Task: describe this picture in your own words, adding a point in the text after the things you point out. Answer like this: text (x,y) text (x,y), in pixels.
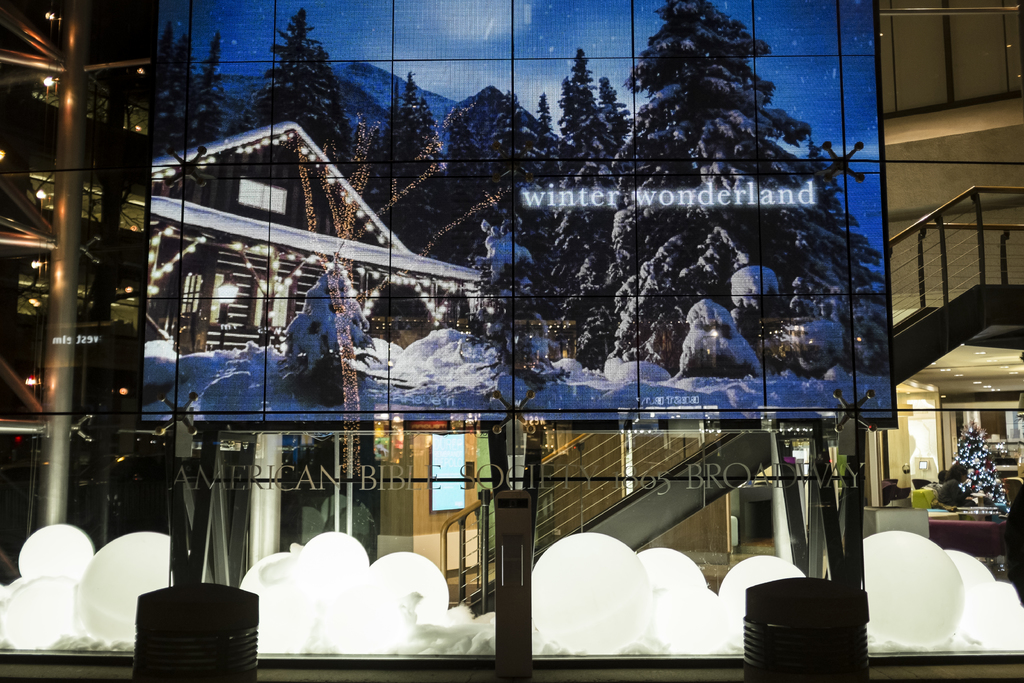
In the picture there is a building (35,62) and inside the doors (329,429) of the building (118,442) there is a projector screen (533,351) and the winter view (415,108) is being displayed on that screen (598,281) and on the floor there are some settings (539,588) of the snow (29,573) and behind the projector (736,301) there are stairs (470,510) upwards and on the right side (971,487) there is a Christmas tree (970,474).
